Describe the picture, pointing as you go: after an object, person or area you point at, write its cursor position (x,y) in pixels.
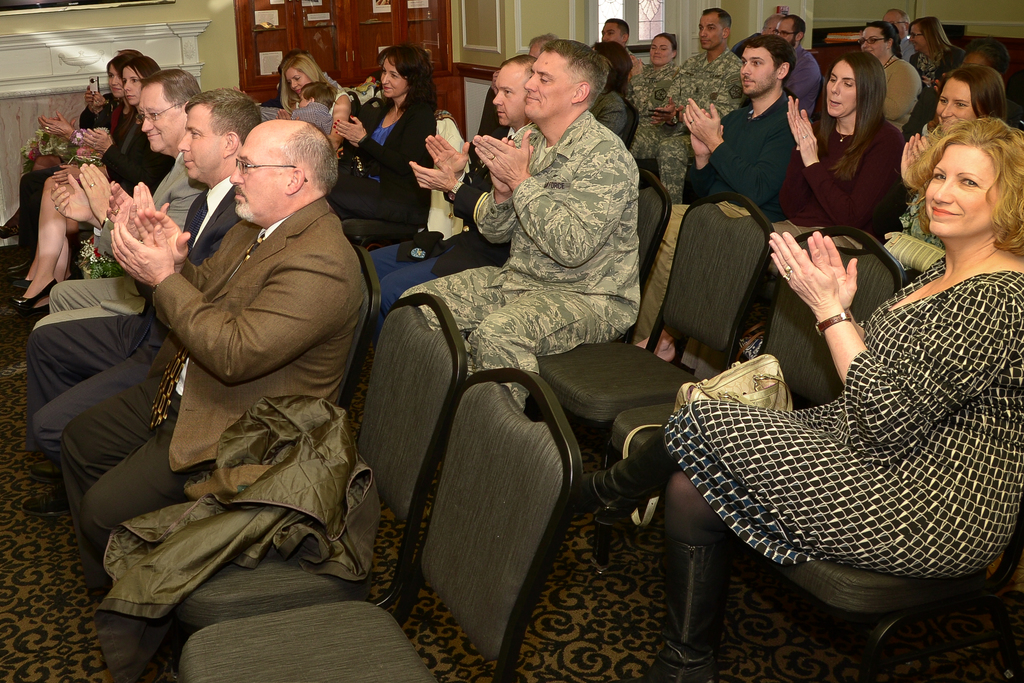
In this picture we can see a group of people (689,597), they are sitting on chairs (624,363).
